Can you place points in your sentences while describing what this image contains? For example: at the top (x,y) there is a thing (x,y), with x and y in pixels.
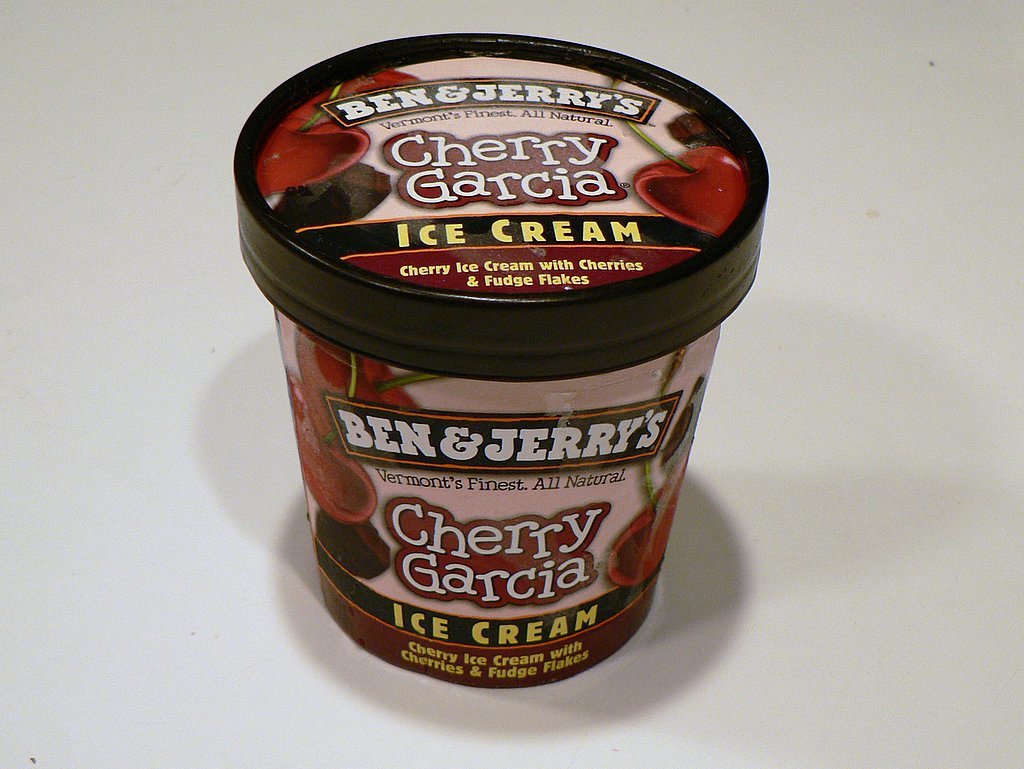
In this image I can see a box (382,352) which is in red and black color and I can see white color background (65,8).
